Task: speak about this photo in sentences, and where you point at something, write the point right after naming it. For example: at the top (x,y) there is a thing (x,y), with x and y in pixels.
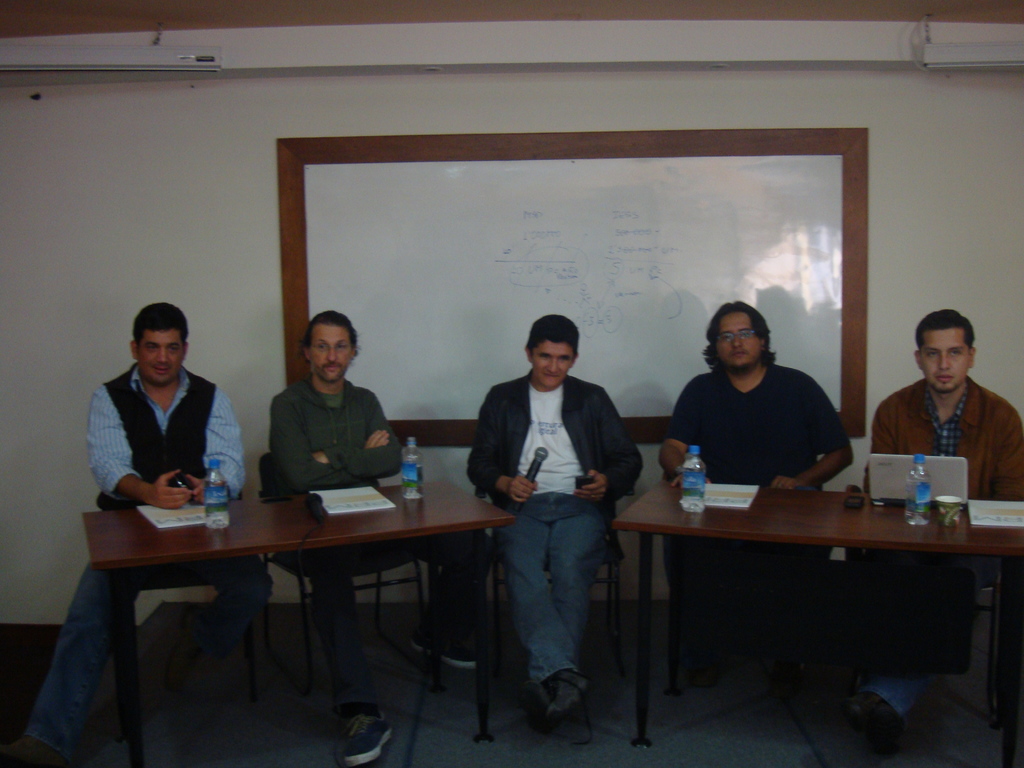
There are five members (381,411) sitting in the chairs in front of the table (839,511). On the table (233,524), there is a paper (193,506), water bottle (208,506) here. In the background (498,268) there is a White board (541,273), and wall (125,179) here.
